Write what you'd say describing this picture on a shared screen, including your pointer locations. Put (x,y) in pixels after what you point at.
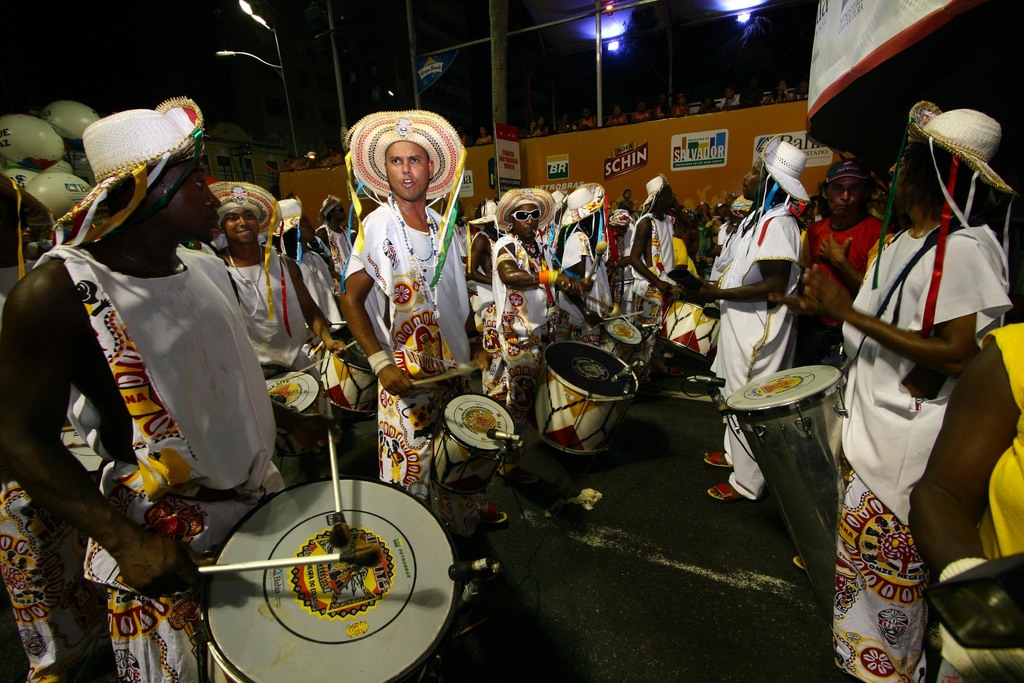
In this picture we can see a group of people (177,369) wore cap (327,204) with ribbons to it and playing drums (264,552) with sticks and in background (316,210) we can see wall (640,180), light (589,35).
